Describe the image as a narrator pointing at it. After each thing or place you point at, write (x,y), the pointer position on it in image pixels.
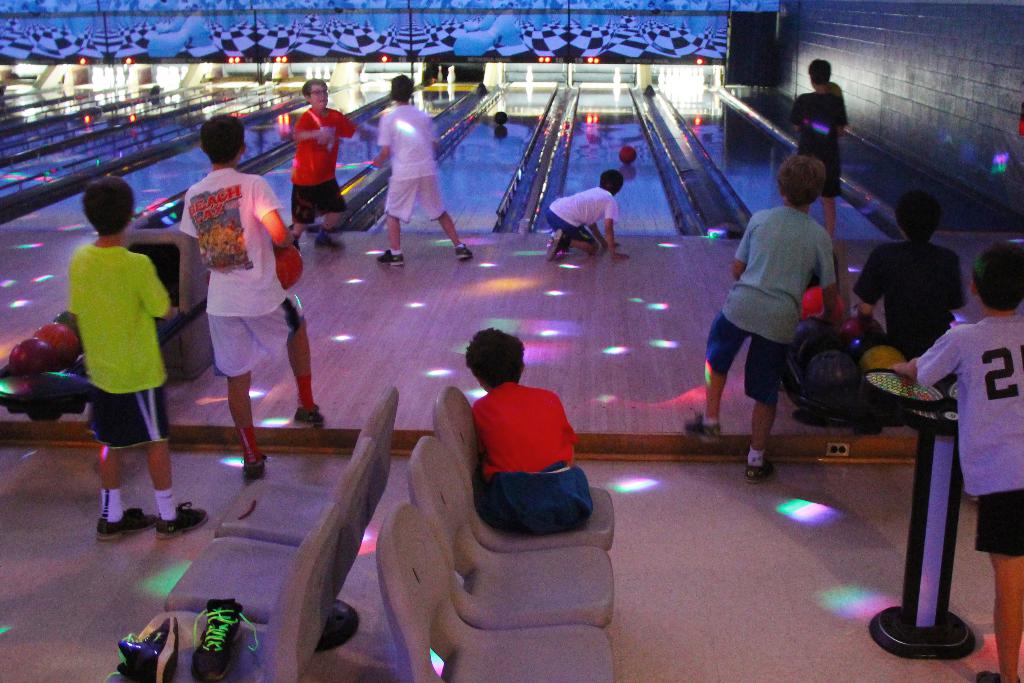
In this image in front (150,653) there are shoes (134,671) on the chair (269,648). There is a boy (488,471) sitting on the chair (492,546). Beside him there are a few other chairs (449,589). There are boys (276,320) holding the ball (818,299). In front of them there are a few boys (587,192) bowling. On the right side of the image (920,89) there is a wall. At the bottom of the image (863,531) there is a floor (845,601). In the background of the image (677,69) there are lights (541,62).
